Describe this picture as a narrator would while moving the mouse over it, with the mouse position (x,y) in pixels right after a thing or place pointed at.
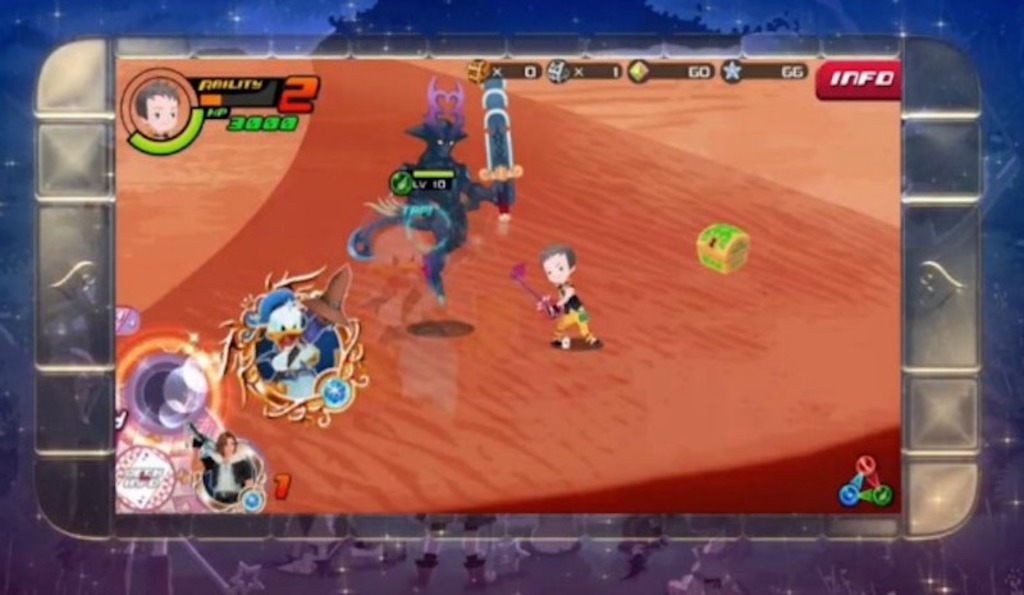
It is an animated video game, in the middle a person (585,326) is there. On the left side (287,290) there is a duck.
